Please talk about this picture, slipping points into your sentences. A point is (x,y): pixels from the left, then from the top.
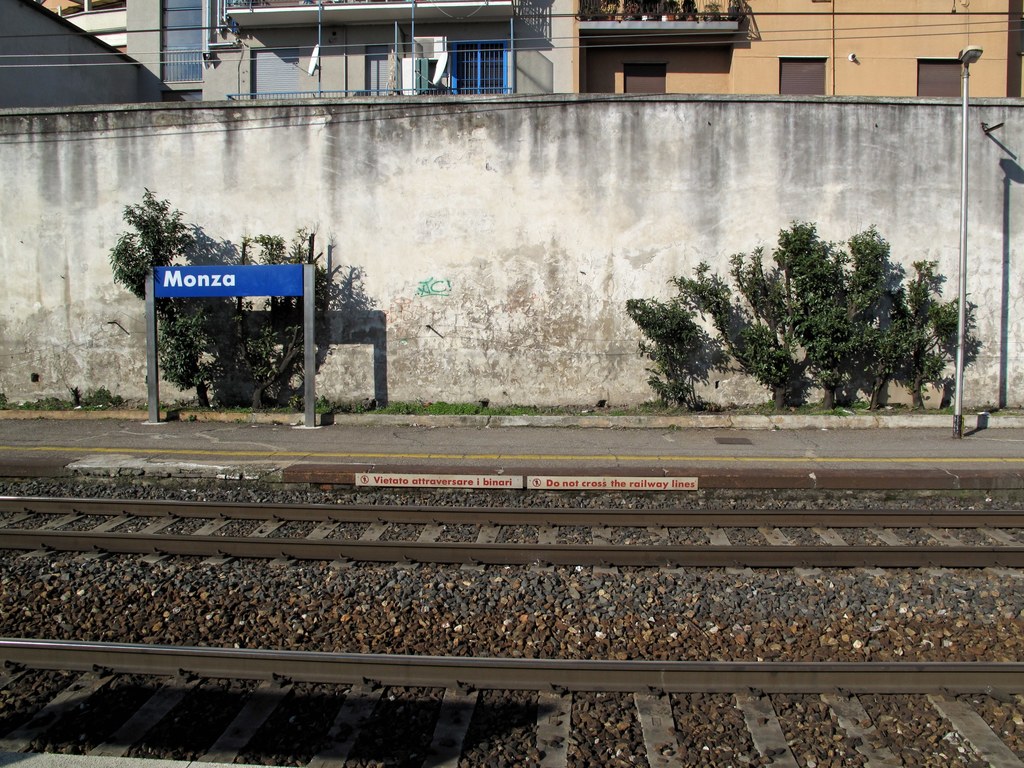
In this image at the bottom (524,643) there are railway tracks (415,677), posters (519,483), text (424,483), stones (578,617). In the middle (679,339) there are plants (272,381), board (275,279), street lights (959,328), poles (958,381), buildings (722,34), windows (781,77) and wall (737,169).
